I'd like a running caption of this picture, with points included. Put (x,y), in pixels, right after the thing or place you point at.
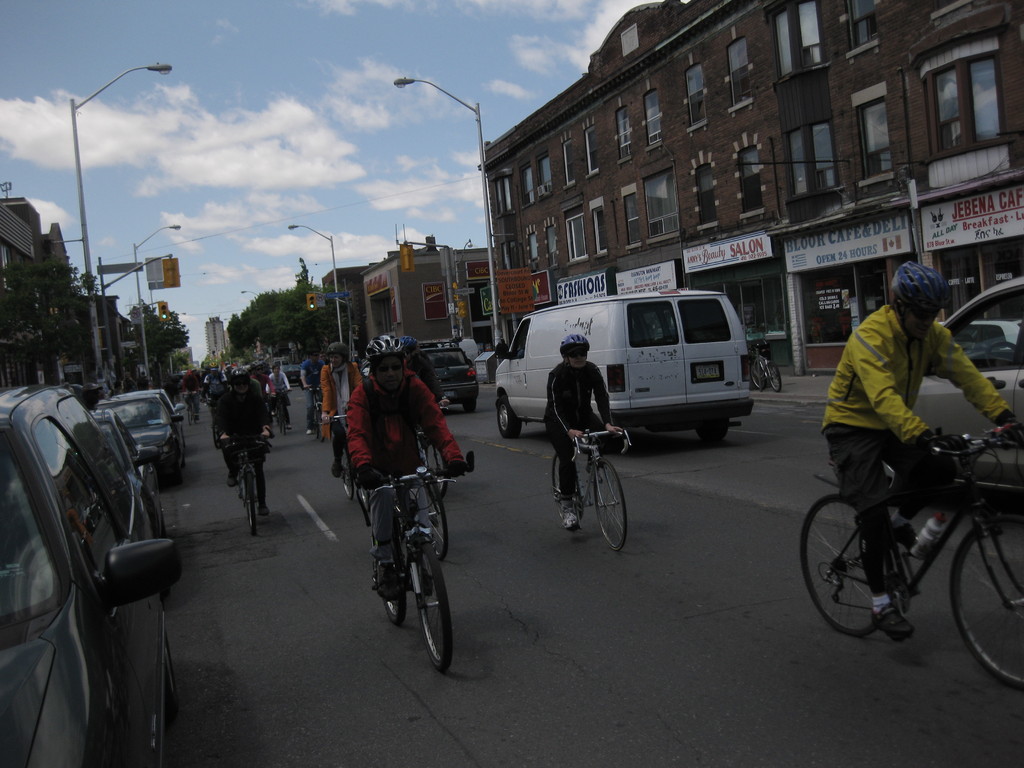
In this picture we can see many peoples (287,380) were riding the bicycle (412,560). Besides the road (487,449) we can see many cars (117,446). On the right (688,126) and left side (79,328) we can see the buildings (732,206), street lights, trees (79,314), sign boards (948,223) and traffic signal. At the building (673,271) we can see doors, windows (933,108) and boards (928,222). At the top (418,104) we can see sky (351,111) and clouds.
